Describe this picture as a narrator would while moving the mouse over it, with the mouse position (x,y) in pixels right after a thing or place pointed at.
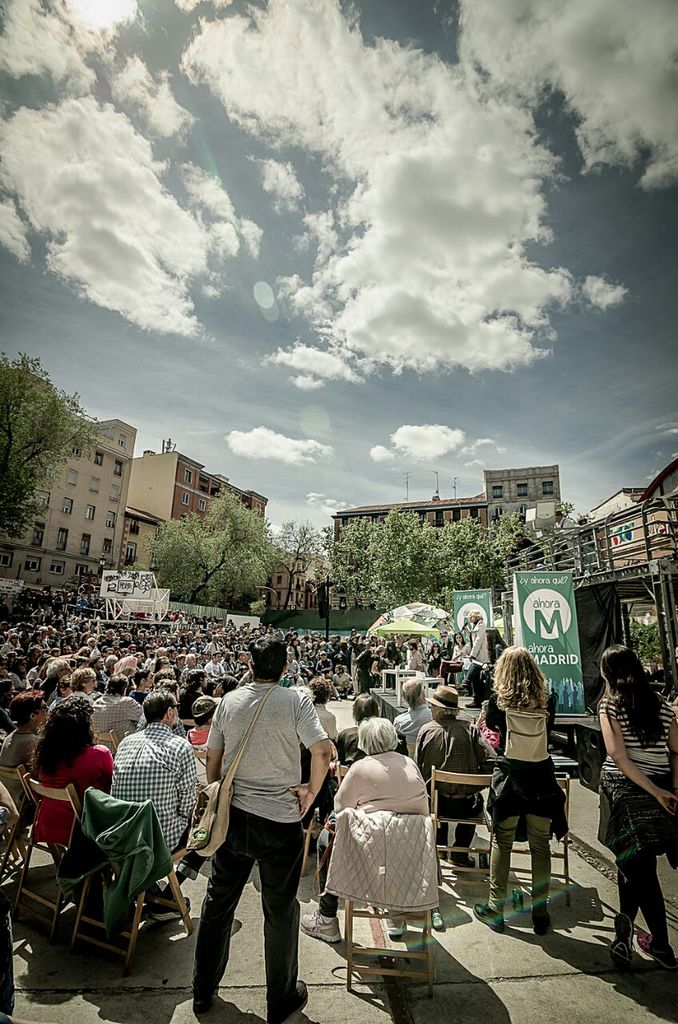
There are group of people (206,636) sitting and three people (273,718) are standing behind them and there are group of trees (464,568), buildings (120,489) behind them and the sky (273,284) is cloudy.
